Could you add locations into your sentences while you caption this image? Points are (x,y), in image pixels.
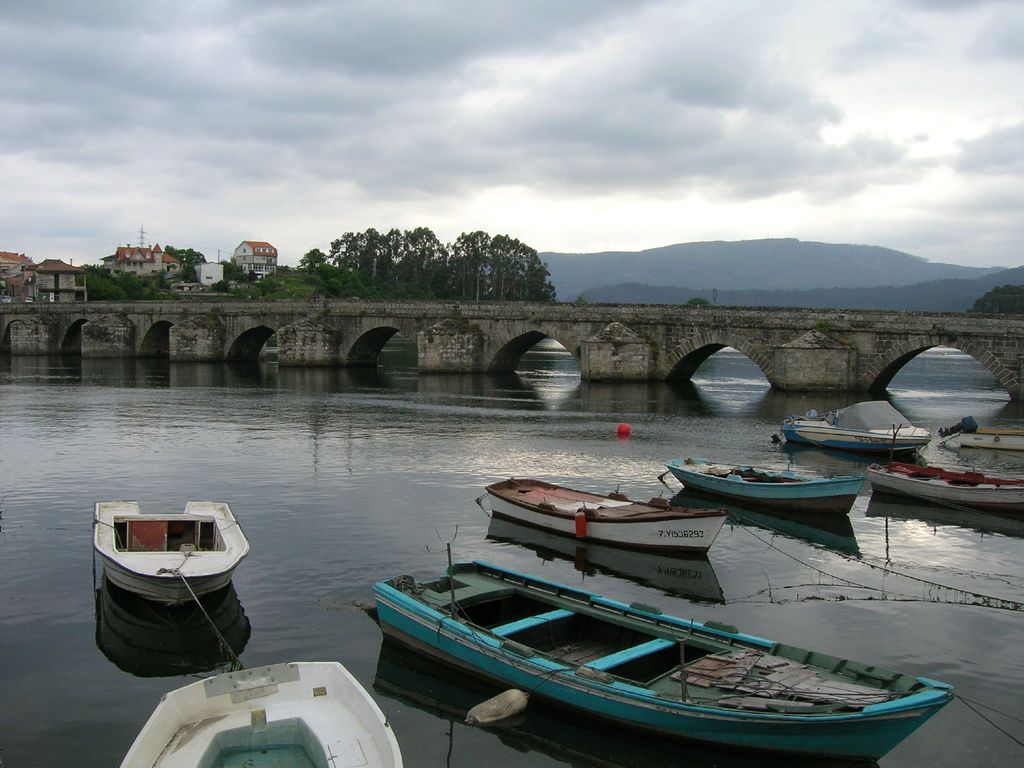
In this picture we can see few boats (565,487) in the water (436,489), in the background (453,257) we can find few trees (404,248), houses (19,257), hills (977,285) and clouds (296,174), and also we can see a bridge (617,330) over the water (593,445).
